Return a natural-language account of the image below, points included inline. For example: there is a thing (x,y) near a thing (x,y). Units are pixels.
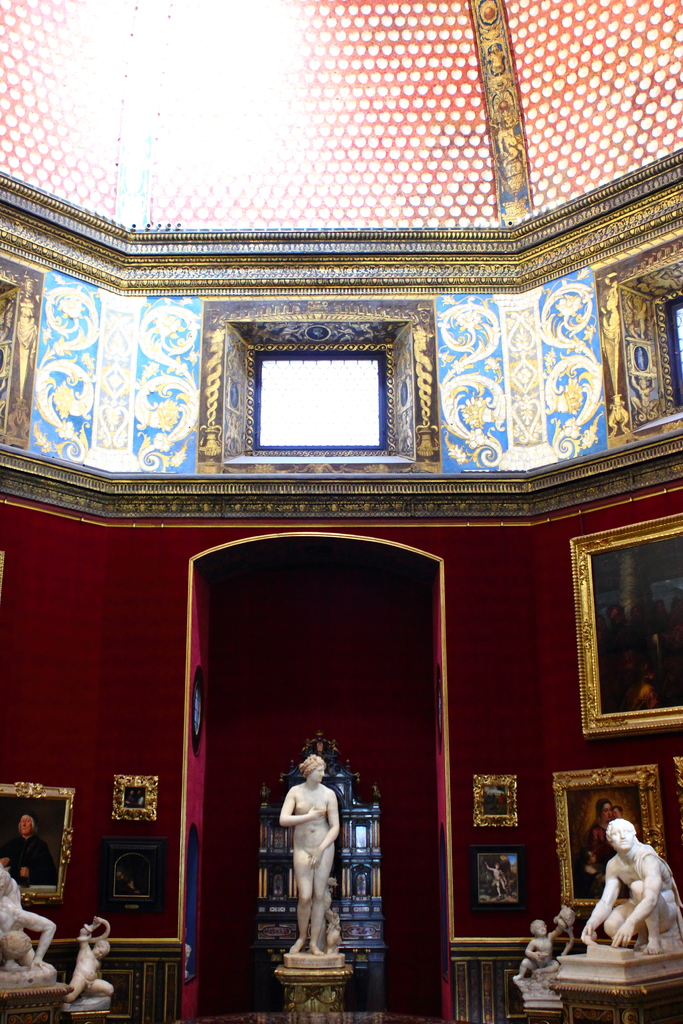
Here we can see statues (586,944) and frames (621,663) on the wall (531,725).
